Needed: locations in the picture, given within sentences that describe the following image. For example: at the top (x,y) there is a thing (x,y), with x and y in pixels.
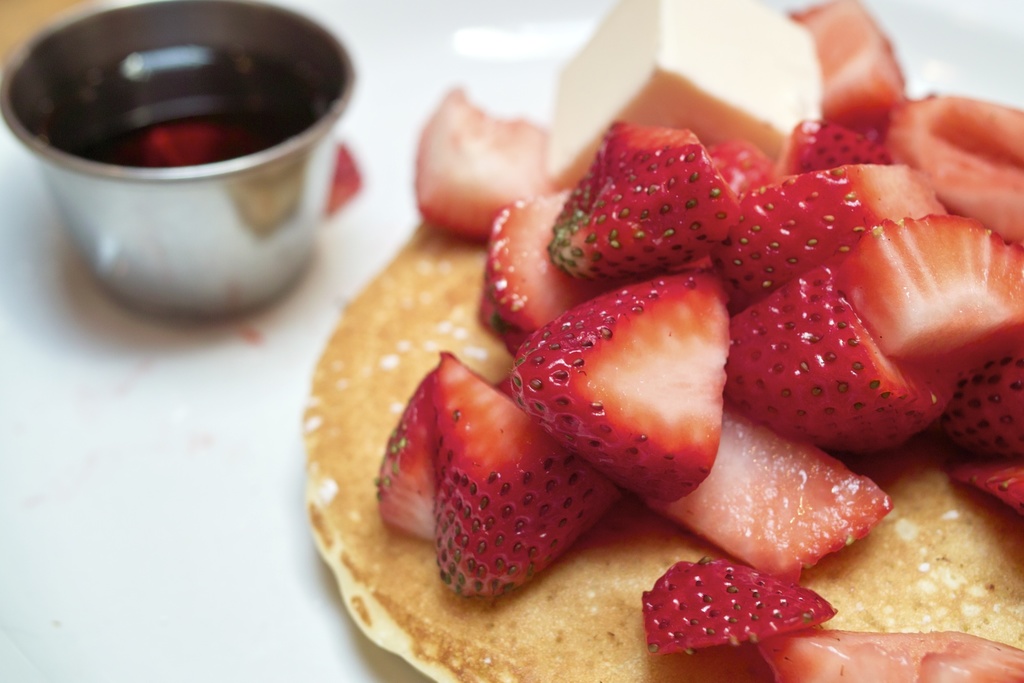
In this picture there are strawberry slices (688,372) on the pan cake (556,596) and there is a bowl (151,90). At the bottom (100,564) it looks like a plate (163,446).
